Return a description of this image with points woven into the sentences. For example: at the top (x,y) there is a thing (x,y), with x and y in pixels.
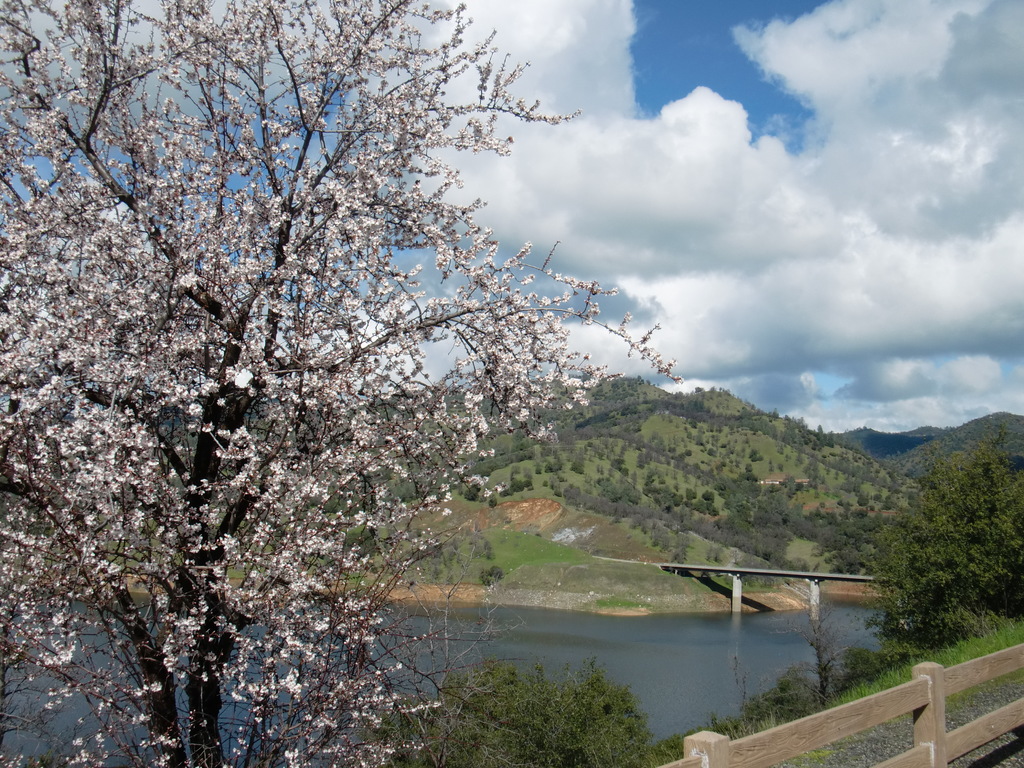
In the picture I can see a tree (135,413) which has white flowers (138,439) on it in the left corner (145,402) and there is water (775,627), bridge (801,574), mountains (696,454) and trees (644,446) in the background (711,458).
